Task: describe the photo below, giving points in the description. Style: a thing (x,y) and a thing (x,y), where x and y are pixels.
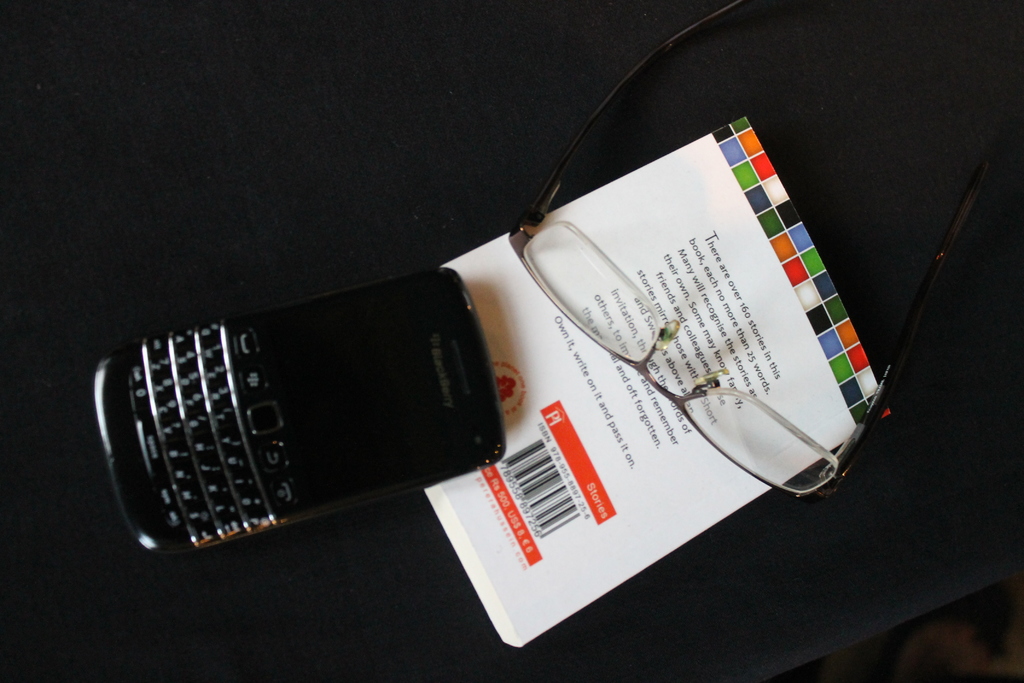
In this image, we can see a phone (307,326) and spectacles (617,303) on the book (614,429).
